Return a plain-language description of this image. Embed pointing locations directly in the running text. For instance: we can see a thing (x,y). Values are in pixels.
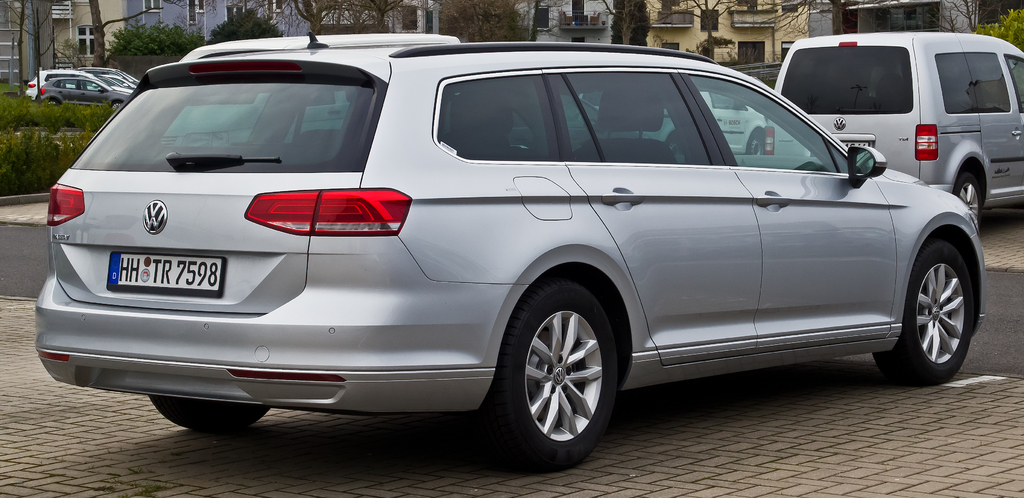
In the picture I can see vehicles (479,201) on roads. In the background (444,30) I can see buildings (298,16), trees (485,7), plants (63,146) and some other objects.
